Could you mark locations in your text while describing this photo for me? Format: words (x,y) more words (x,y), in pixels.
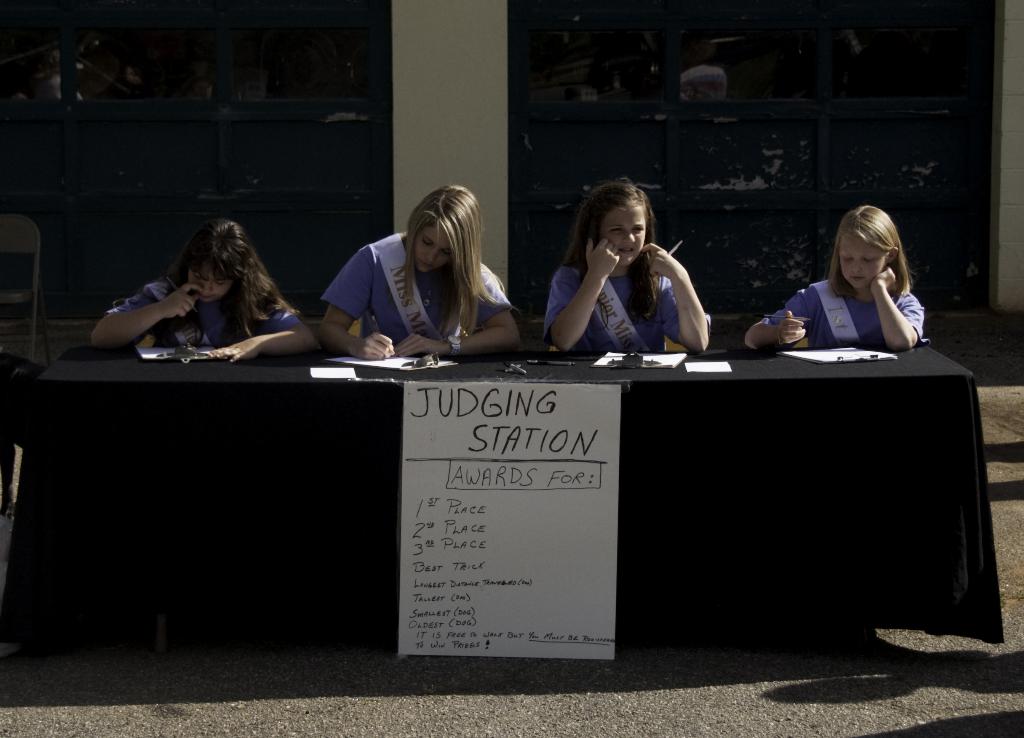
Here we can see four persons (370,289) are sitting on the chairs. They are writing something on the paper (811,354). This is table (712,503). And there is a poster (455,496). This is road (829,666) and there is a pillar (447,48).
